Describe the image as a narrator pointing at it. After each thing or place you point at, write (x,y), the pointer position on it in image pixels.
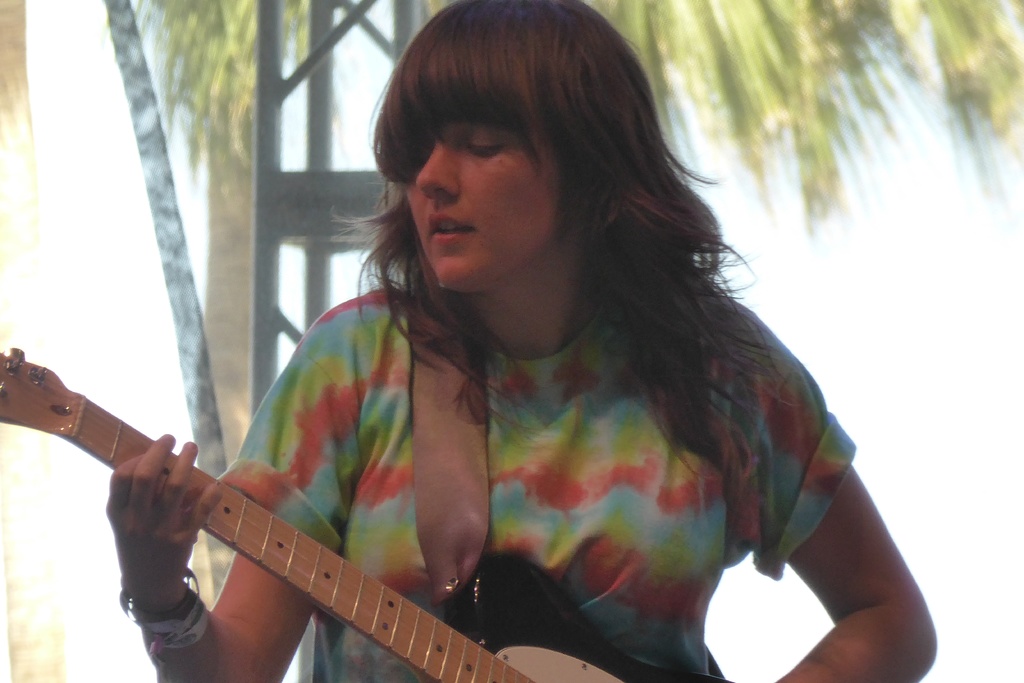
A woman (408,85) is playing the guitar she wear a colorful T-shirt (595,465) behind her there is a tree (231,185).
